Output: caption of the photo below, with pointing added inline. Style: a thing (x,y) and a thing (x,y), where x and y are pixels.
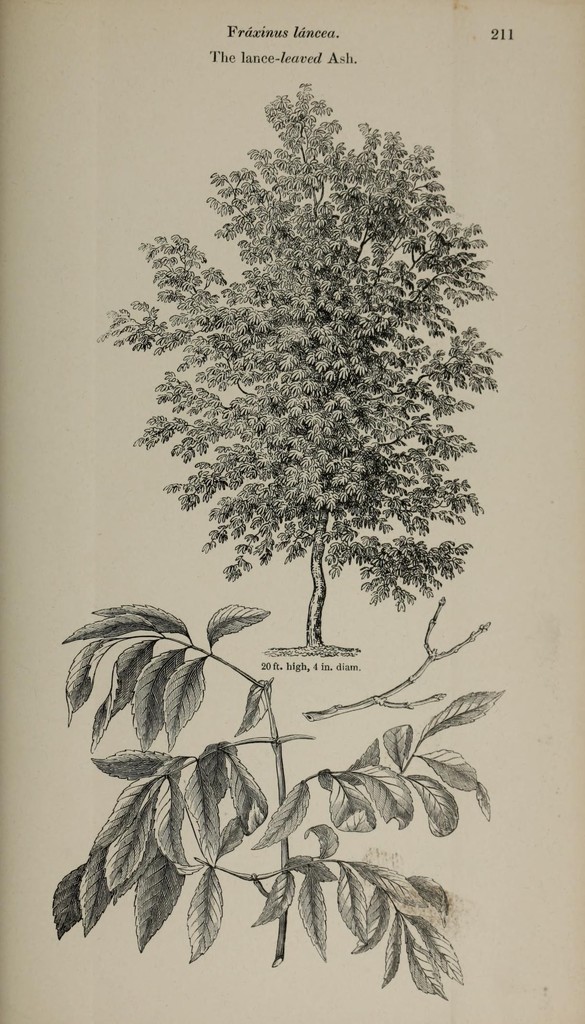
In this picture we can see branches (159,892), tree (385,180), some text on the page (158,25).
